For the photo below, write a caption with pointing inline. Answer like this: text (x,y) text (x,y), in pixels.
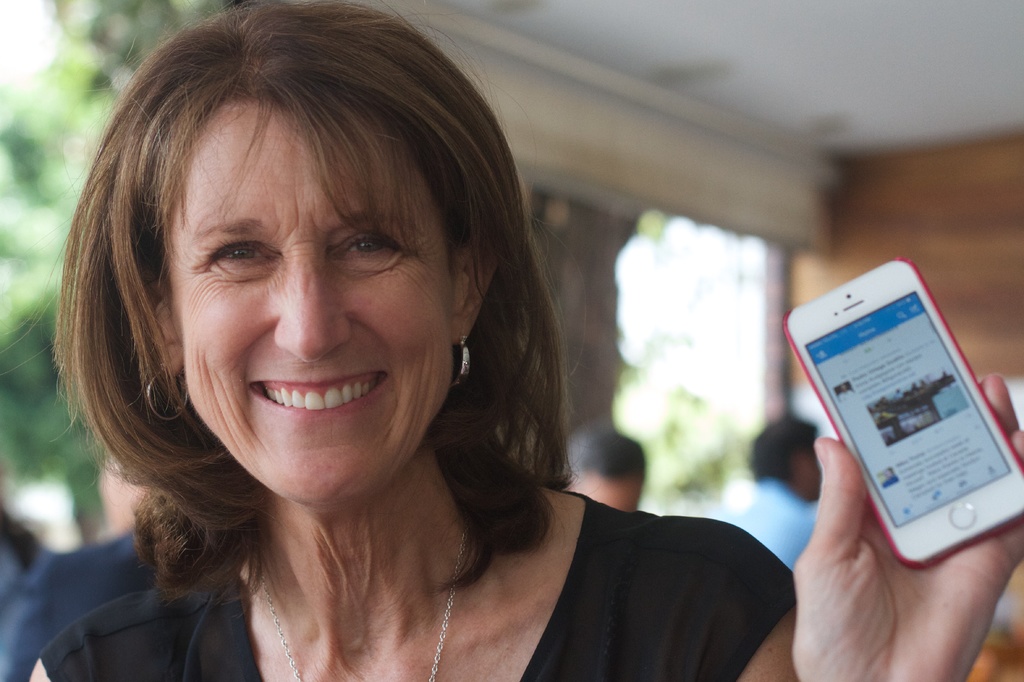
In the image we can see one woman (309,404) is standing and she is smiling and she is holding mobile phone (890,318). In the background (509,43) there is a wall (963,273), trees (26,357) and few persons (776,495) were sitting on the chair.
